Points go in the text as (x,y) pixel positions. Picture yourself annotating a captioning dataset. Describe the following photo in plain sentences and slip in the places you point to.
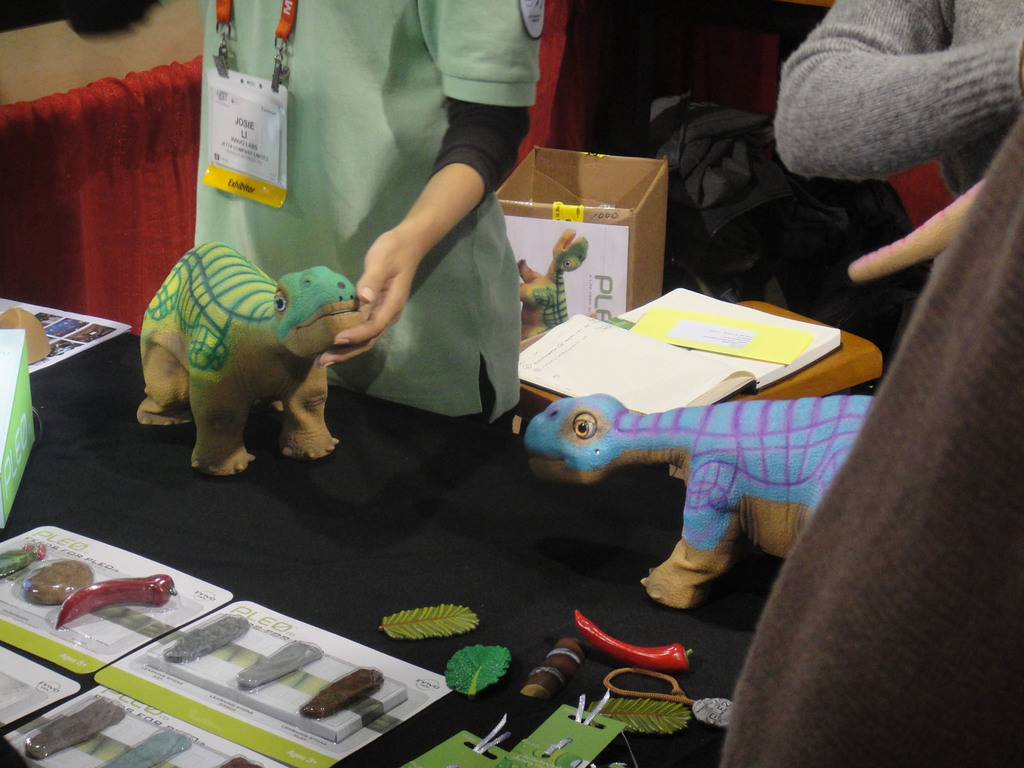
In this picture we can see there are two persons (809,162). In front of the two persons (400,324), it looks like a table (361,413). On the table (339,454), there are toys (711,523), a paper (72,314) and some objects (277,636). Behind the two persons (390,224), there is a book (615,344), cardboard box (626,216), black color object (670,202) and a curtain (63,194).
